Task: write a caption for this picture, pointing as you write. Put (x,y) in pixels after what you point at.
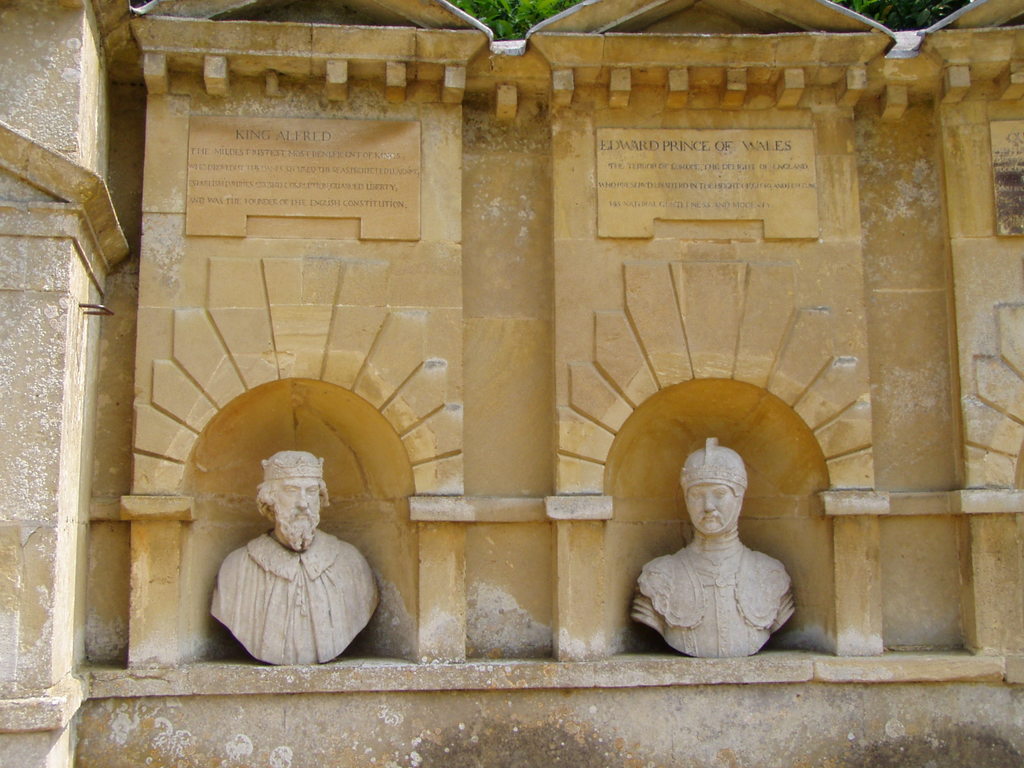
In this picture we can see statues (323,640) and in the background (842,466) we can see a wall (346,318).
